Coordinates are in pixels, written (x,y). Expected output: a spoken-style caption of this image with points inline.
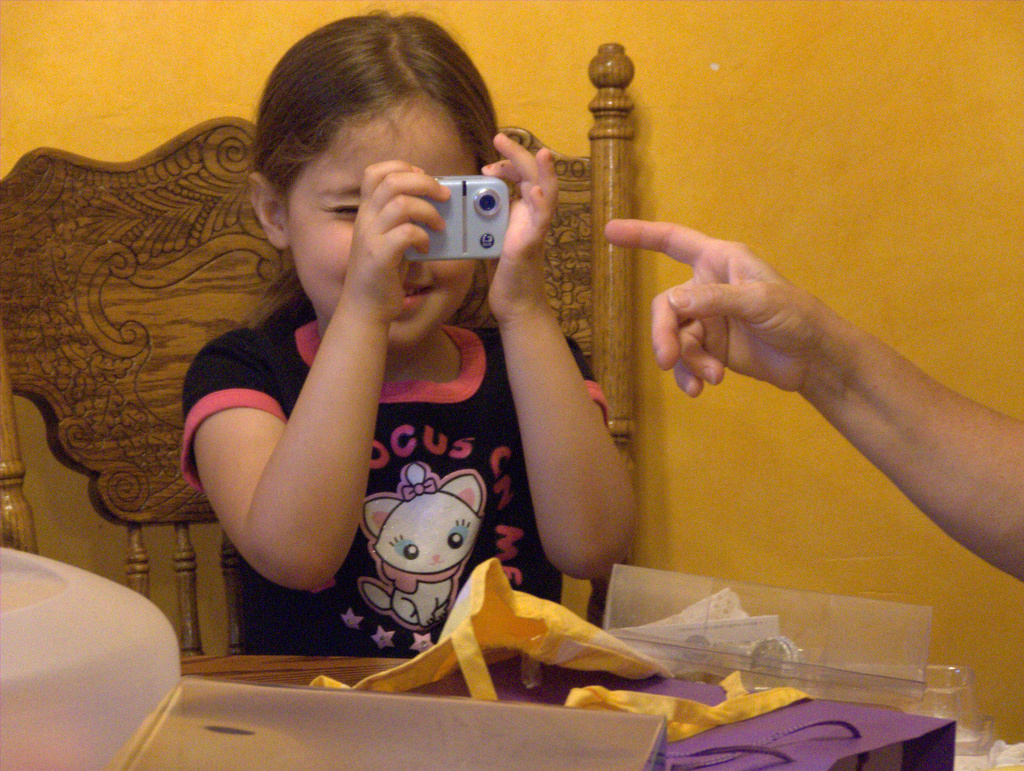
As we can see in the image, there is girl (289,302) sitting over chair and holding camera (465,229) in her hand (526,243). Behind her there is a yellow color wall (931,191).
